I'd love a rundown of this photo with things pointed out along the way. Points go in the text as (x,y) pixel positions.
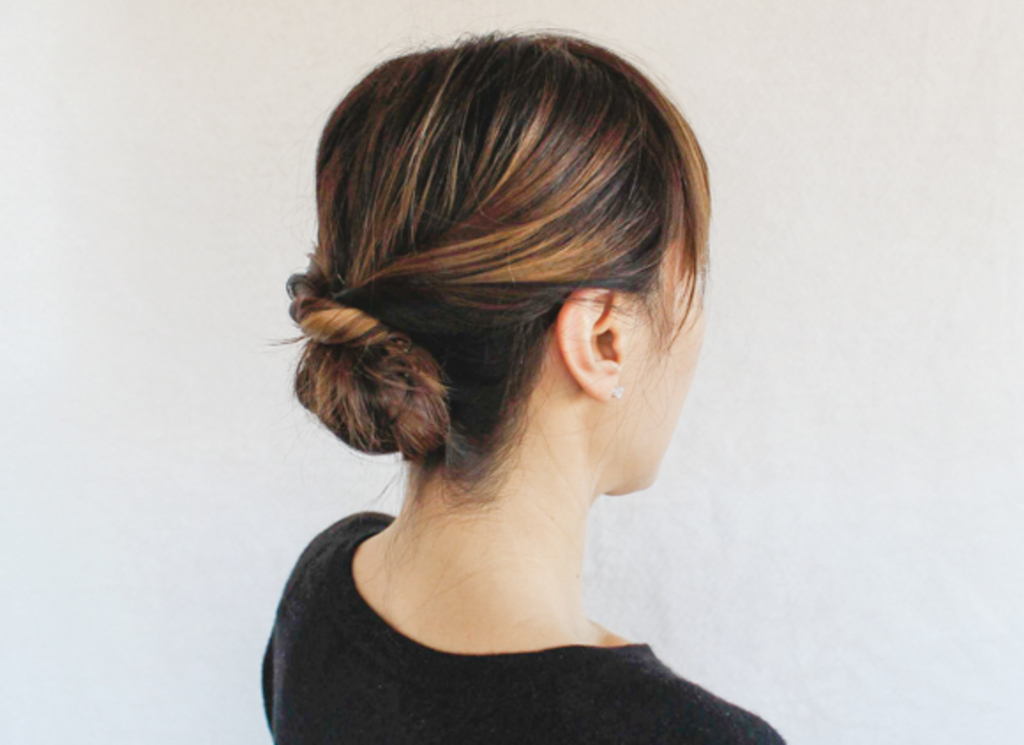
In this image we can see the hair (464,378) of a girl (512,487) who is wearing the black dress (389,654).
